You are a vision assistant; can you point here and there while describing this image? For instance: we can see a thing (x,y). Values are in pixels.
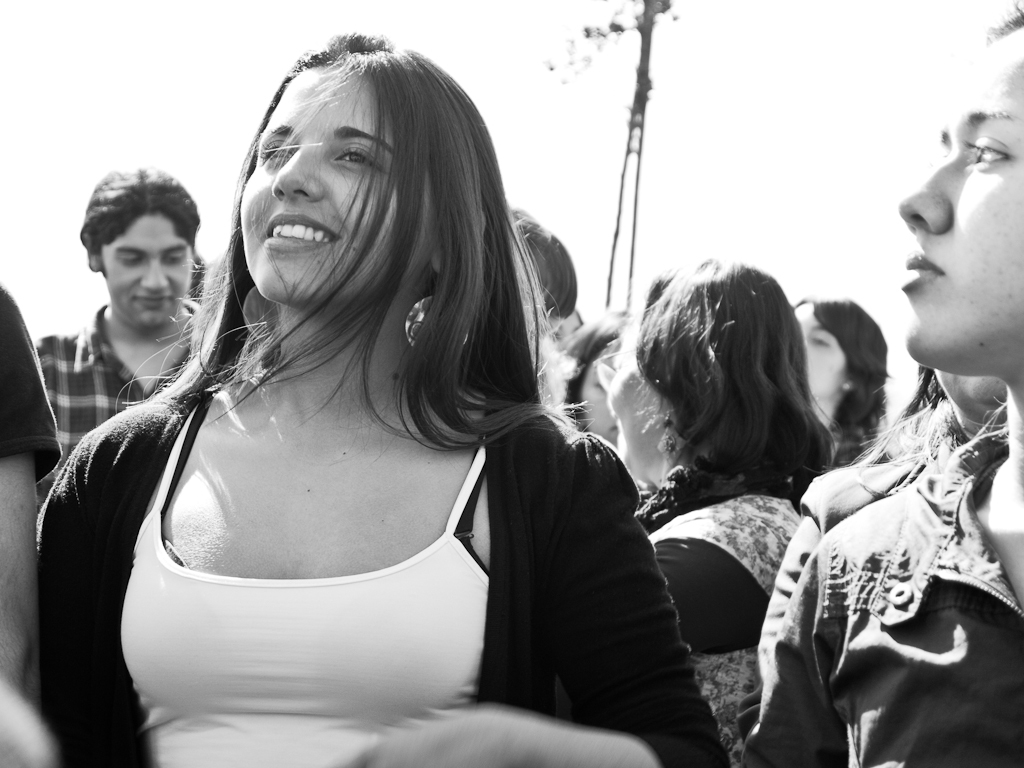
In this image we can see a few people (368,379), there is a pole (641,153), also we can see the sky (579,218), and the picture is taken in black and white mode.
